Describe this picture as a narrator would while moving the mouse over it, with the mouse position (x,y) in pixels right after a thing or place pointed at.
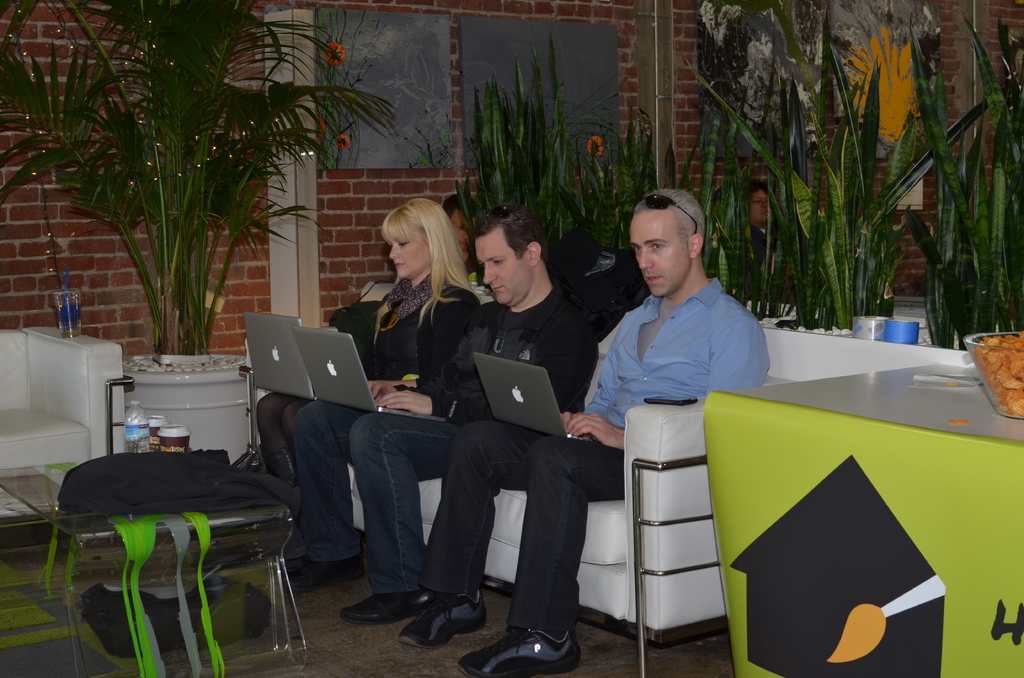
This picture is clicked inside the room (457,660). In the middle of the picture (644,431), we see a white sofa (631,475) on which three people (550,438) are sitting on it. The man (551,308) in the middle of the sofa (515,504), wearing black jacket (506,336) and blue jeans (376,436) is holding laptop (352,383) in his hands (395,393) and he is operating it. To the left of him, we see a man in blue shirt (713,327) is also operating laptop (548,417). On the left corner of the sofa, we see woman (387,325) in black dress (373,341) is holding laptop (283,356) in her hands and she is also operating it and on sofa (635,415) we see a mobile phone (678,405). Beside that, we see a green table (927,454) on which bowl (1020,362) is placed. Beside that, we see plants (992,257). Behind that, we see a building (342,186) which is made up of red color bricks (344,195). On the left bottom of the picture (151,520), we see a glass table (86,532) on which black color bag (172,488) is placed on it.
